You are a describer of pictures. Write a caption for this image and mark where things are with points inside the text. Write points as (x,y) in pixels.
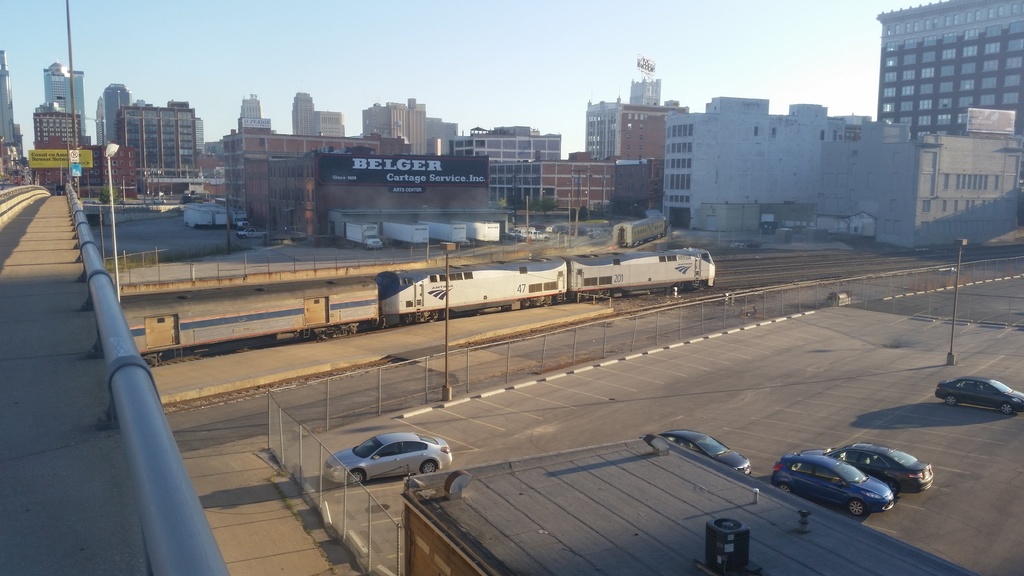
Vehicles (820,489) are on the road (1006,450). This is train (674,282). Background (888,157) there are buildings (730,176), poles (71,92) and hoarding (87,153). Here we can see bridge (64,355).
